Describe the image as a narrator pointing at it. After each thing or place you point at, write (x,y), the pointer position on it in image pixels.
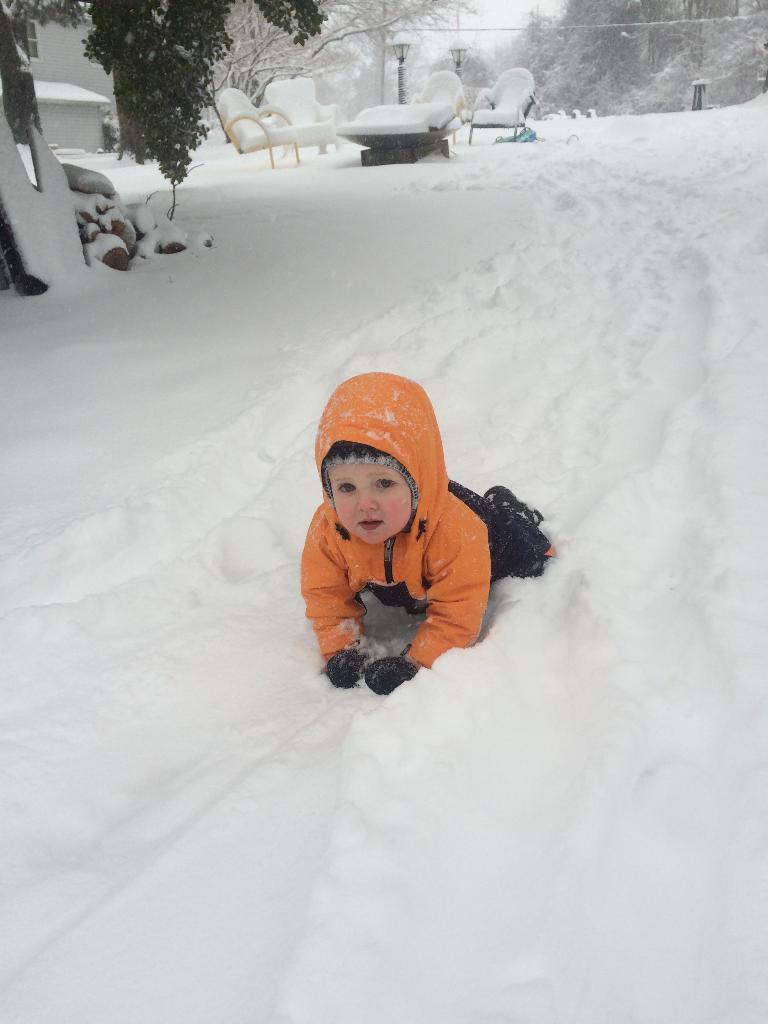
In this image we can see a boy (336,548) on the snow land (296,310). At the top of the image (333,10) we can see trees (118,53), table (372,135) and chairs (305,121) covered with snow (252,116).
